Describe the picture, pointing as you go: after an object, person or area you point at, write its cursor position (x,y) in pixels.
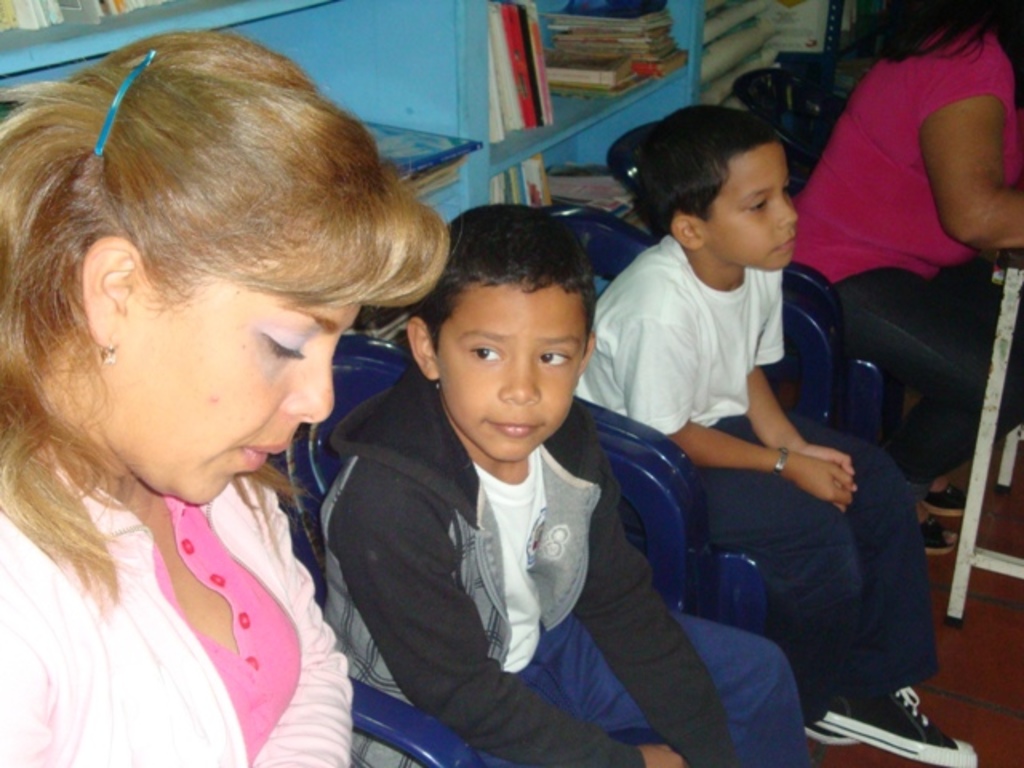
In this image, I can see four persons (730,467) sitting on the chairs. In the background (513,89), there are books (650,63), which are kept in the racks (328,78). On the right side of the image (982,440), I can see an object (968,520) on the floor (990,680).
